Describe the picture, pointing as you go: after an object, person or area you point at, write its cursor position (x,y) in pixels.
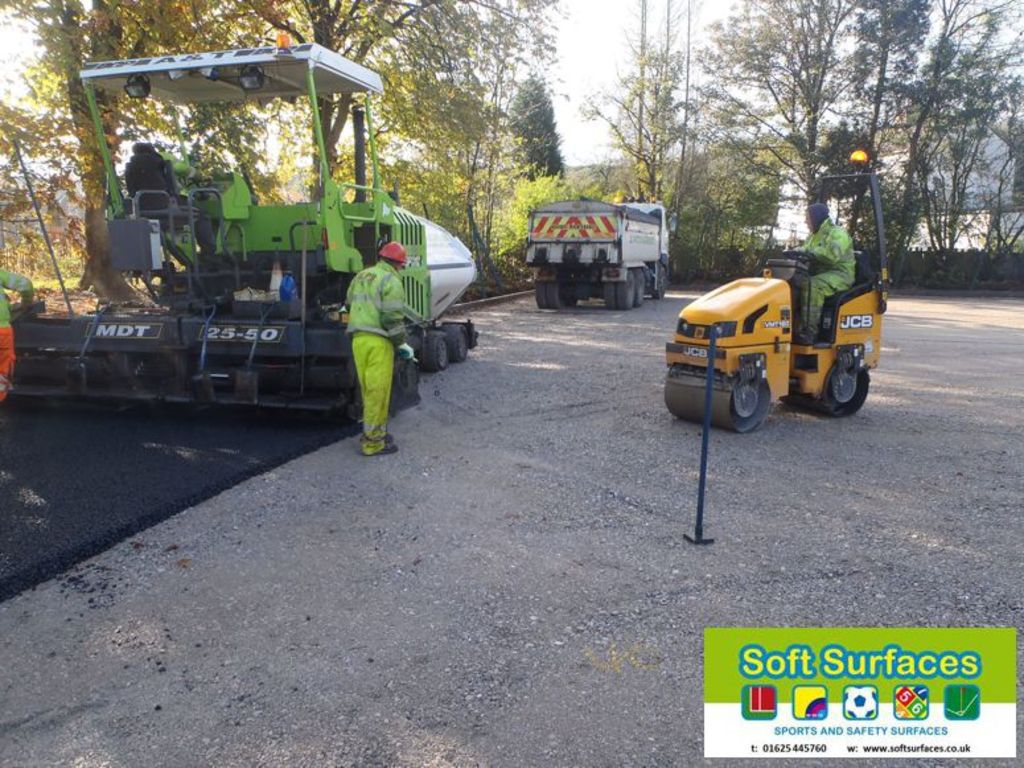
In this picture, we see a paver (354,216) is laying the bitumen (240,450) or asphalt (235,437) on the road (395,508). Beside that, we see two men (357,316) are standing. At the bottom (457,631), we see the road (401,520). On the right side (714,297), we see a man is riding an orange vehicle (762,378). We see a white color vehicle (649,262). There are trees (529,160) and the buildings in the background (887,228). In the right bottom (848,630), we see a poster (827,656) in white and green color with some text (826,732) written on it.
